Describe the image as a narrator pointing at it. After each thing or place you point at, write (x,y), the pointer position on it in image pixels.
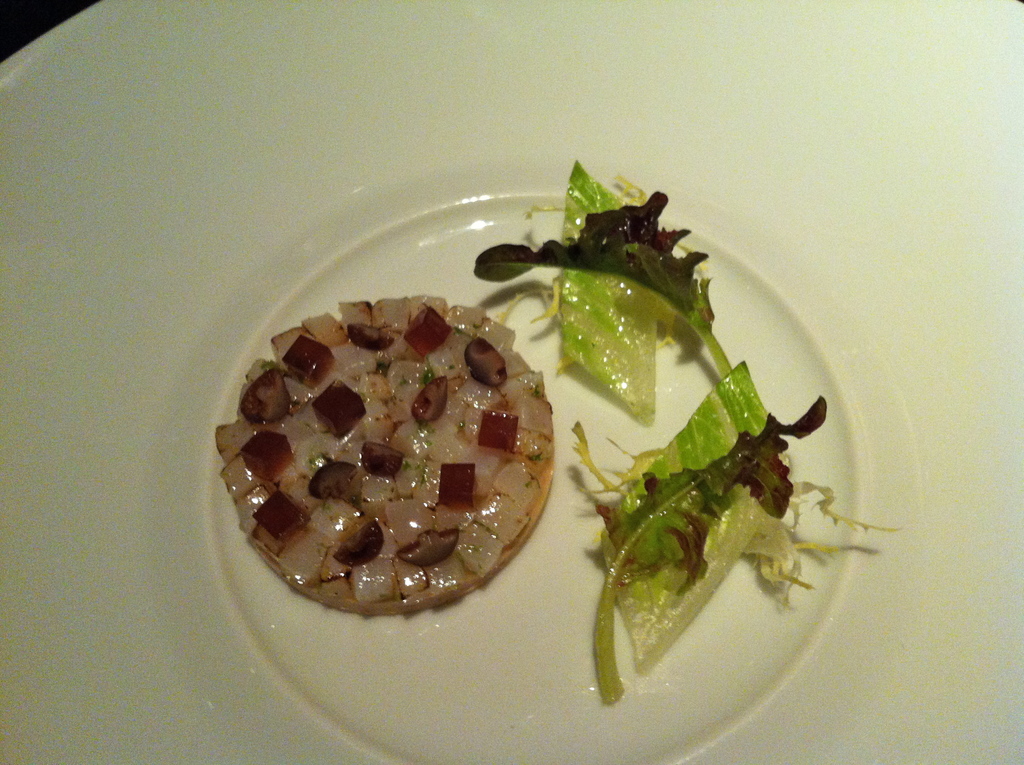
In this image there is a plate (351,15). In the plate (614,730) there is food (381,463). Beside the food (271,435) there are leaves (654,491).
